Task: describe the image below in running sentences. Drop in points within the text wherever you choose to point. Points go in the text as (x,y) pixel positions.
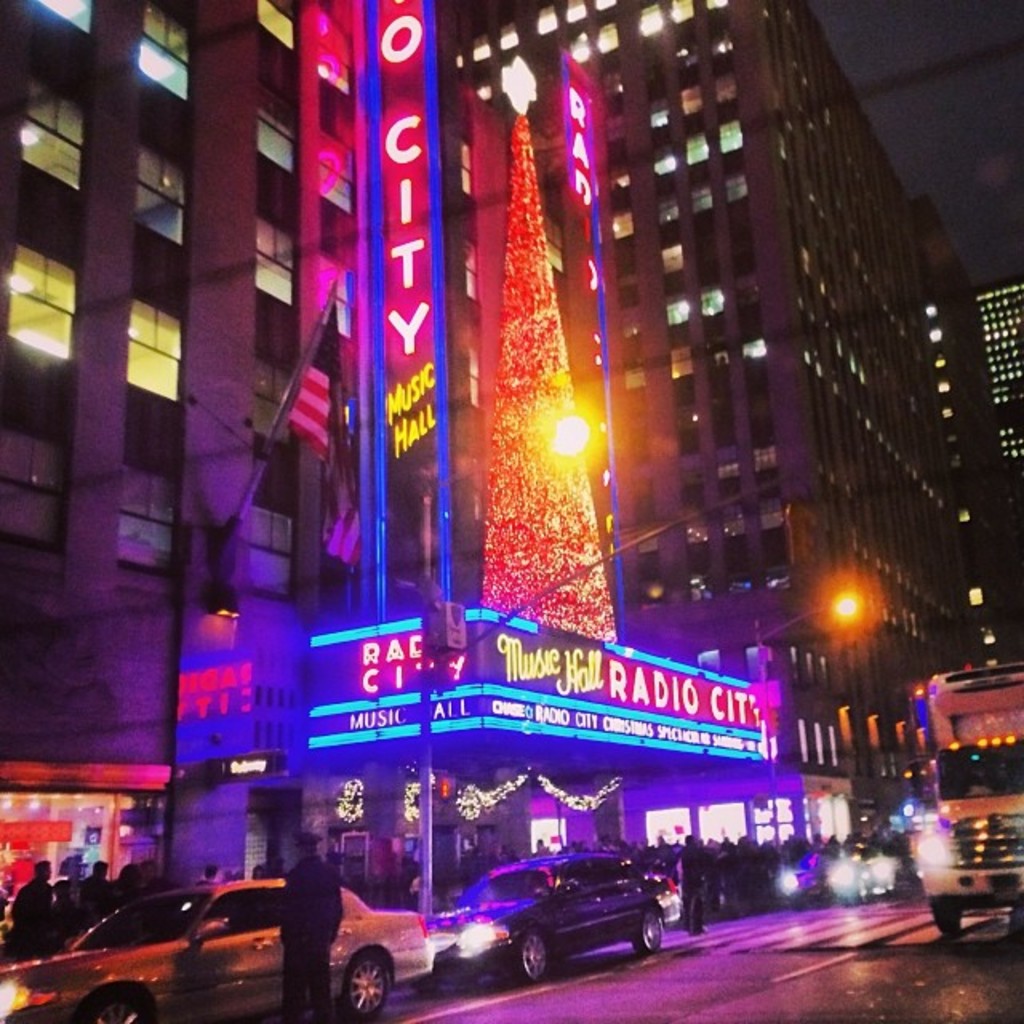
In this picture we can see buildings (818,462), flag (356,545), boards (415,538), lights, vehicles (983,770), and people (300,934).
